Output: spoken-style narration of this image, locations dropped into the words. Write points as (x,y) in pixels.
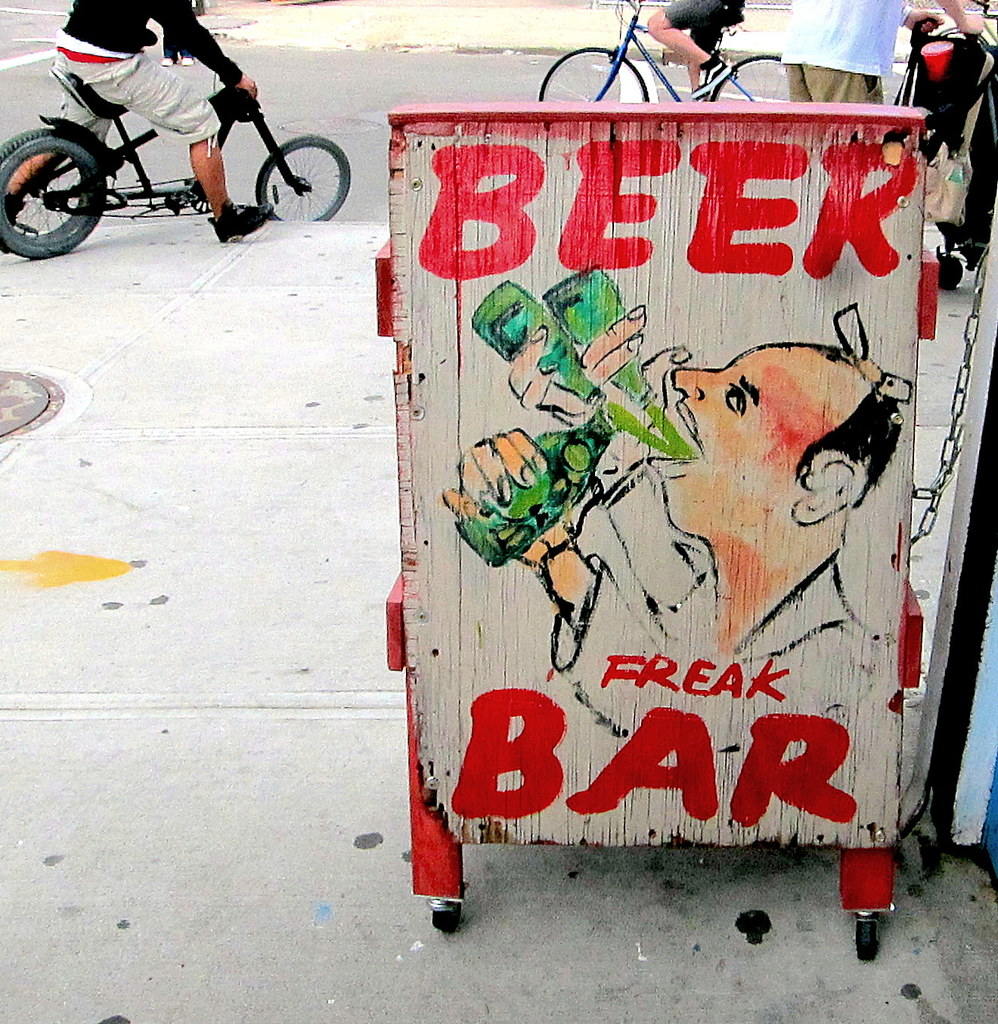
This is a poster (631,476) in which a man (646,492) holding beer bottles (527,497) and drinking. In the background (169,133) there is a person (210,135) riding cycle (162,187). And there some other persons (797,50) holding something (955,153). There is a chain (934,504) attached to the poster (884,528).
